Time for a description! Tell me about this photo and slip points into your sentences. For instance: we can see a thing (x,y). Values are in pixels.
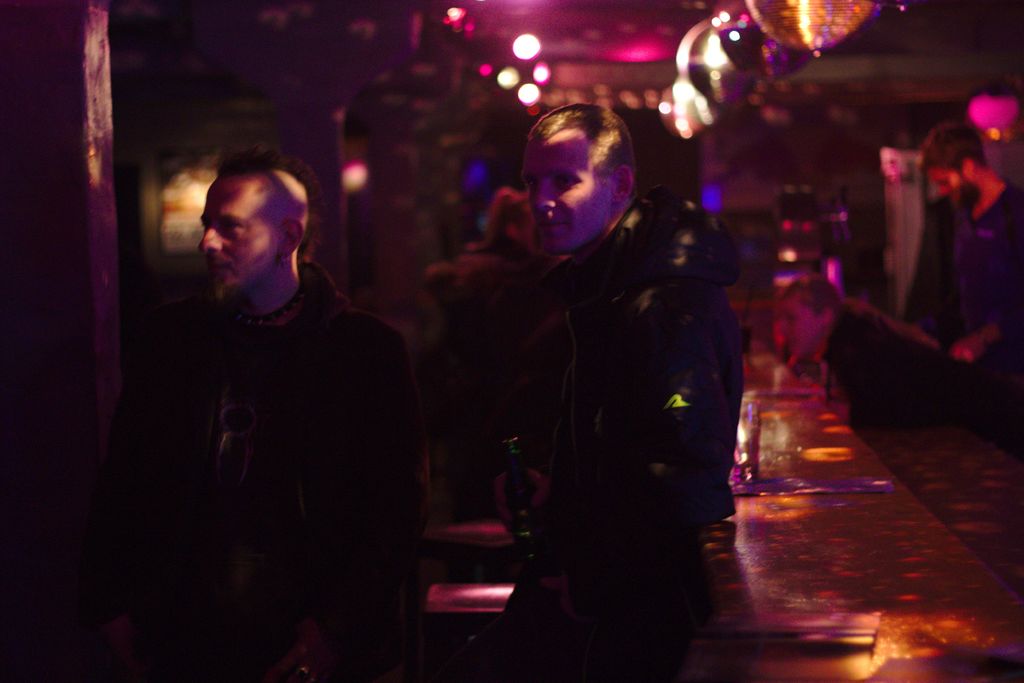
In this image I can see few people (654,288) are standing and in the front (629,639) I can see two persons (171,510) are wearing jackets (596,429). I can also see one of them is holding a bottle (517,524) and in the background (703,34) I can see number of lights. I can also see this image is little bit in dark.
